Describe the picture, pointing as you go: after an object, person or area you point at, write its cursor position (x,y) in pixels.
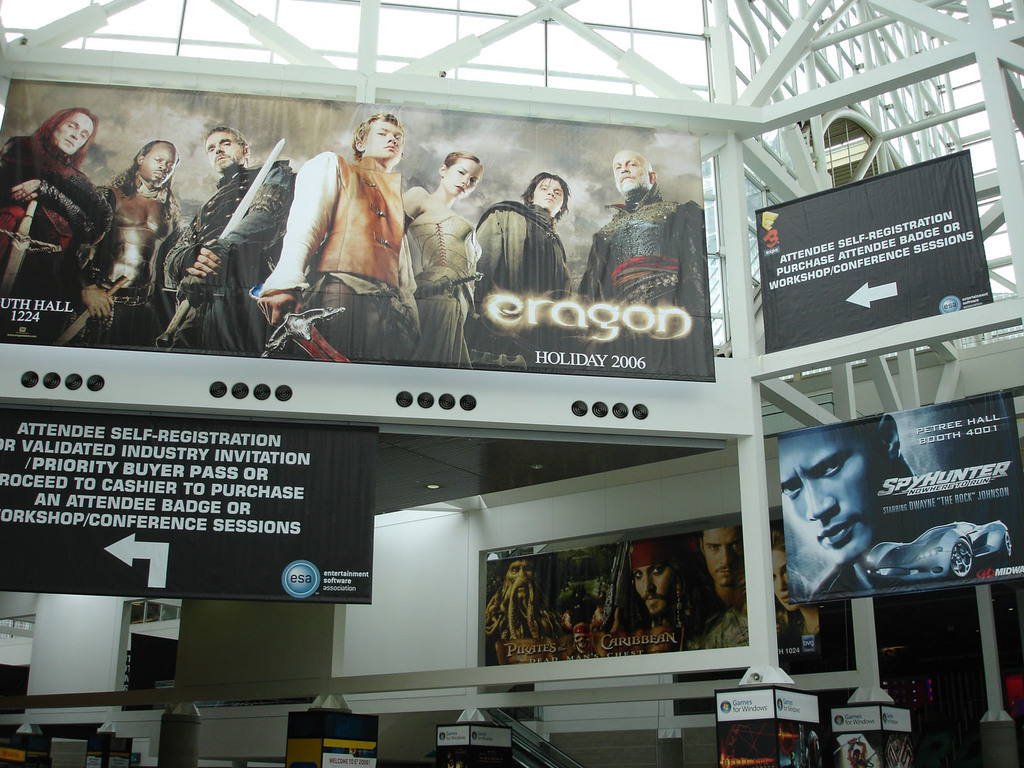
In this image, I can see the banners (302,497) and hoardings (373,132), which are attached to the iron rods (761,104) and a wall (559,520).
